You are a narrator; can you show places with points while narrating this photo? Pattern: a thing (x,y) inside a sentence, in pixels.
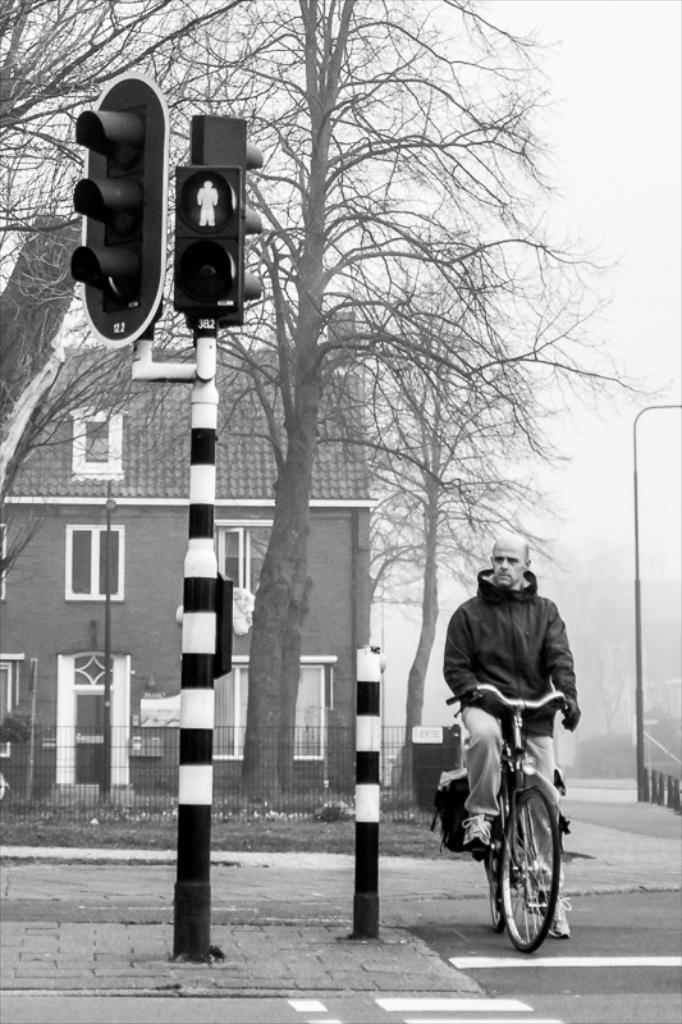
In this image there is a man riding bicycle (504,893) on the road (575,980). In the middle of the image (228,641) there is a traffic signal pole (169,132), at the back (181,501) there is a building (187,494) and trees (337,382). At the bottom (345,798) there is a fence (225,787), at the top (613,62) there is a fog (536,141).
